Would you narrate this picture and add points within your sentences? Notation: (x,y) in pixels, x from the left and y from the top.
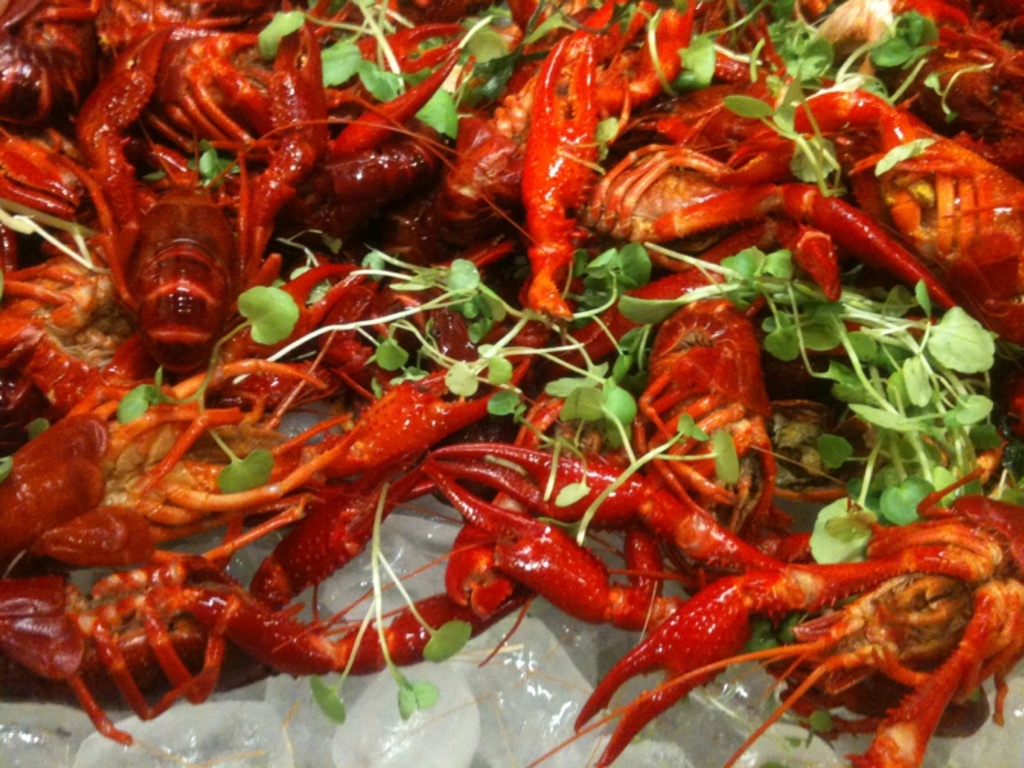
In this image we can see some food (461,536) placed on the ice (454,719) which is topped with some leafy vegetables (624,469).
